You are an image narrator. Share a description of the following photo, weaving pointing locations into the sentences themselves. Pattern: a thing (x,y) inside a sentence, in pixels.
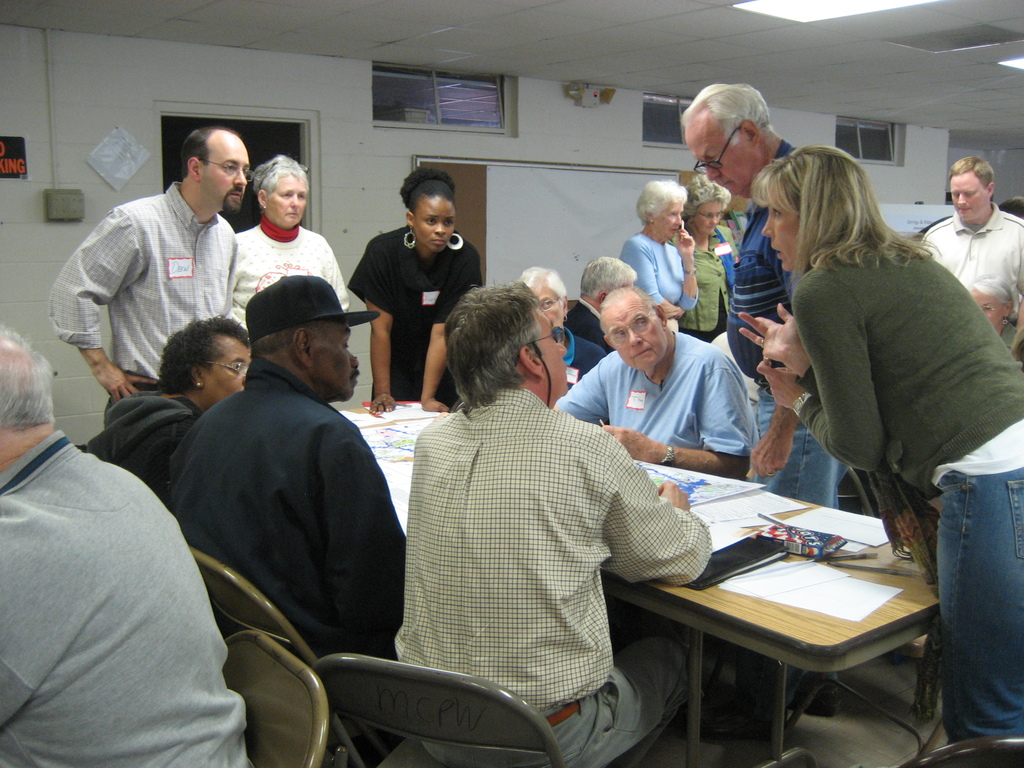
In this image I can see a group of people (494,561) are sitting on a chair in front of a table (635,585). I can see a few people (217,223) are standing on the floor (888,765). On the table (777,522) we have few objects (749,537) on it.
